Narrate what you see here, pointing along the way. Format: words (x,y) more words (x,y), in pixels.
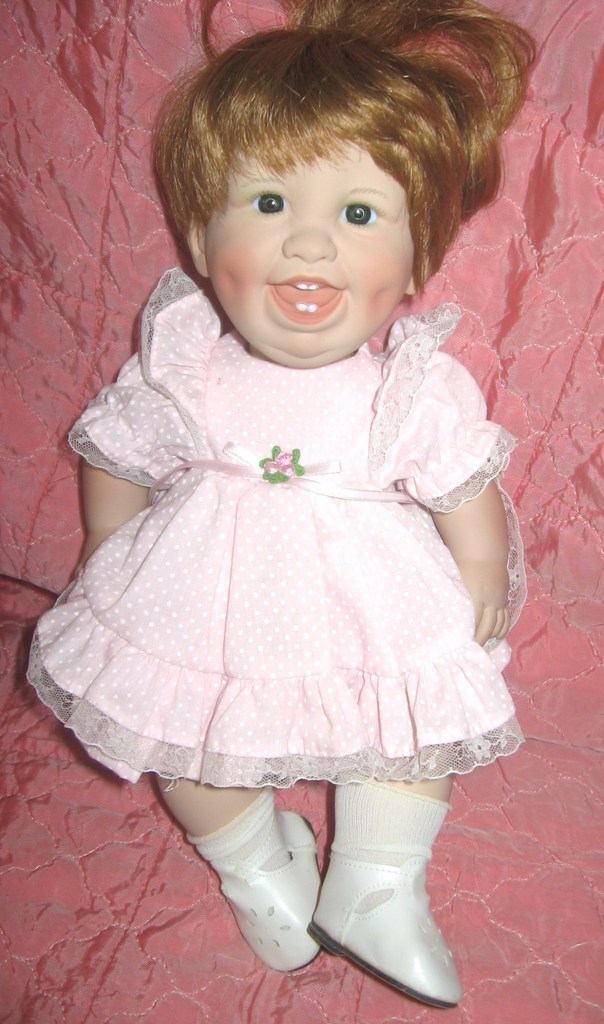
In the center of the picture (220,435) there is a pink color toy (225,656) like a baby (198,721). The toy (212,646) is placed on a bed (9,768).
